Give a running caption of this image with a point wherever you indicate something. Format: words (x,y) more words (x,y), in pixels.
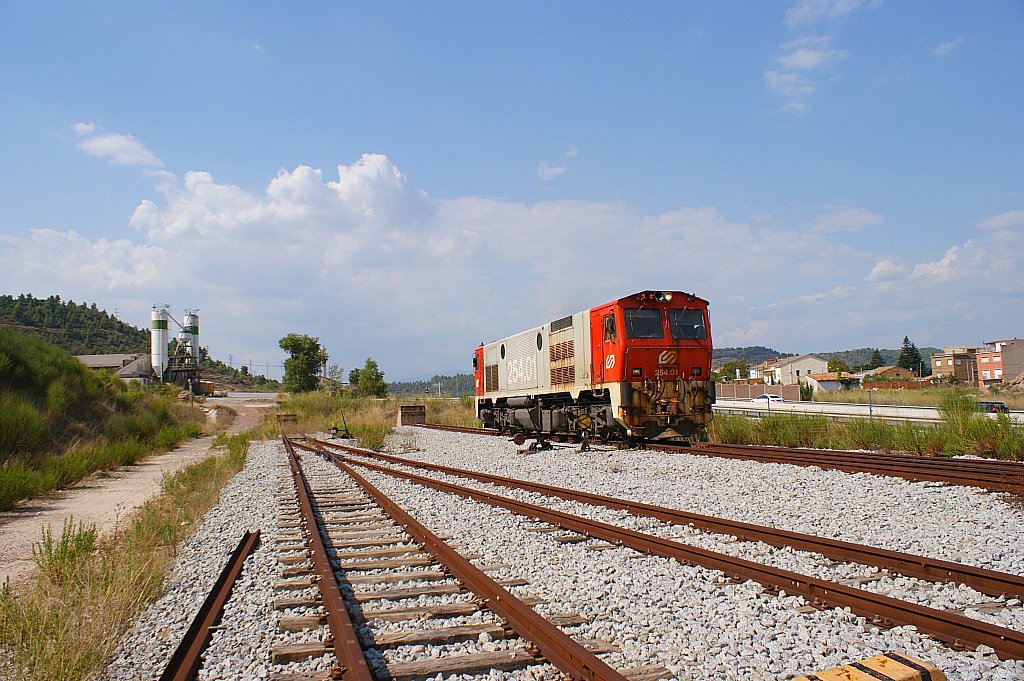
In this image we can see a train (654,424) is moving on the railway track (915,467). Here we can see stones (179,599), grass (54,595), trees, houses (938,366) and sky (480,187) with clouds (380,181) in the background (241,223).
